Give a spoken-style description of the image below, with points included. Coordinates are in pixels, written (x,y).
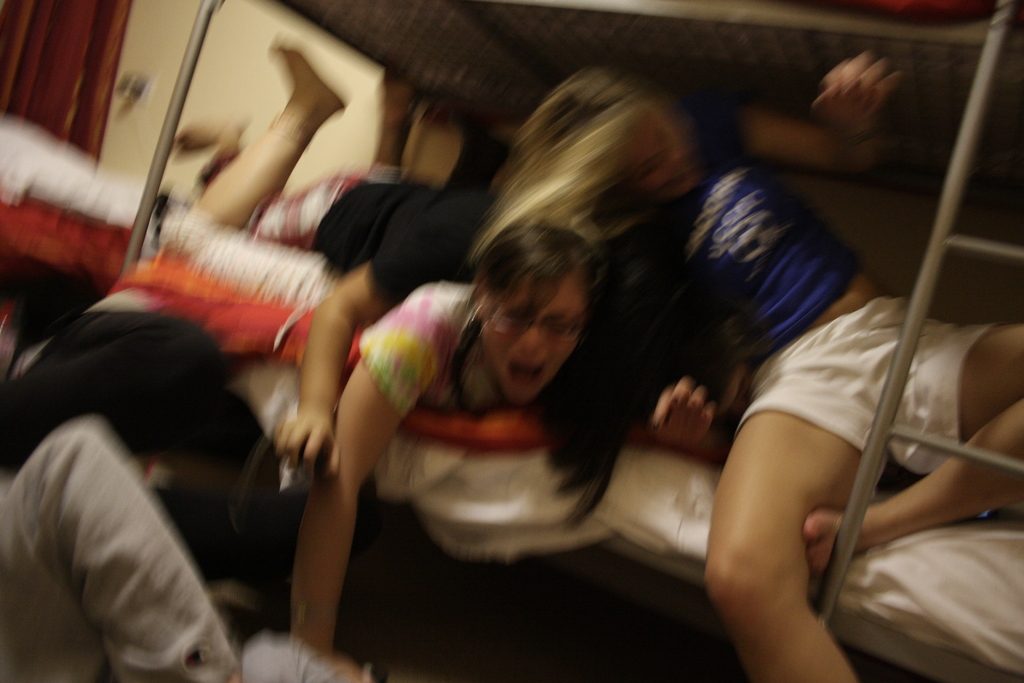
The image is blur but we can see few persons (114,309) are on the bed (75,186), poles (175,93), objects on the wall (201,79), curtain (63,4) and at the bottom (118,517) we can see a person (148,508).
